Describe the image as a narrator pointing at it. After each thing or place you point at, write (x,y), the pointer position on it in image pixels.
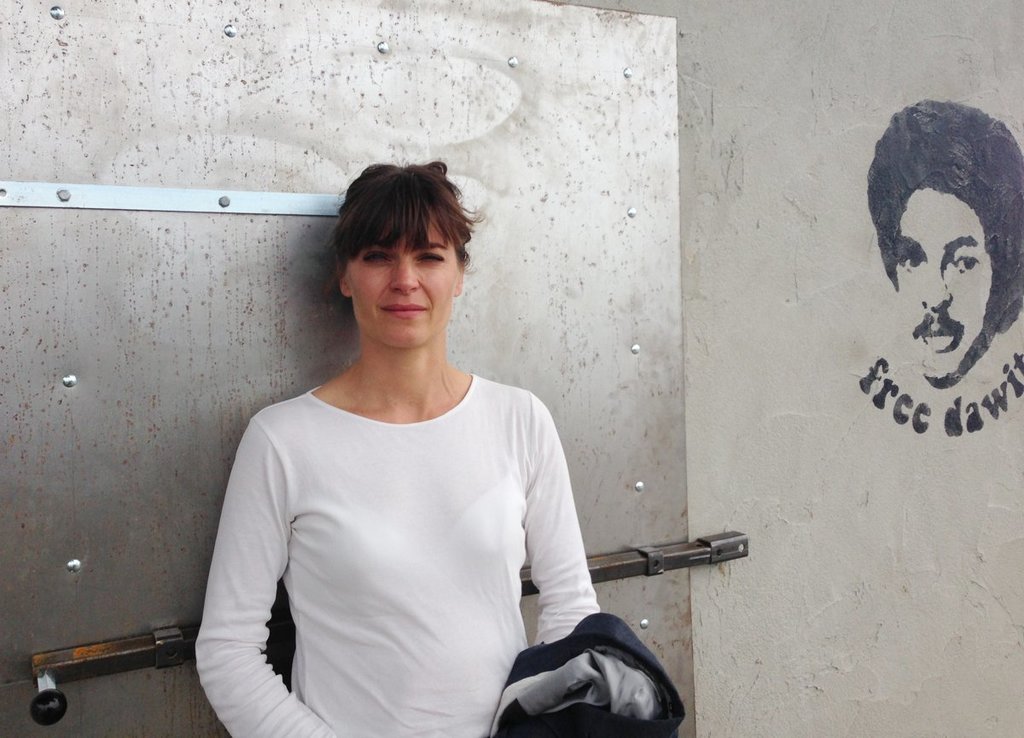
In the background (942,149) we can see paint (991,322) of a person face (921,323). Here we can see a woman (317,518) standing, wearing a white t-shirt (476,495). This is a door (653,569).
